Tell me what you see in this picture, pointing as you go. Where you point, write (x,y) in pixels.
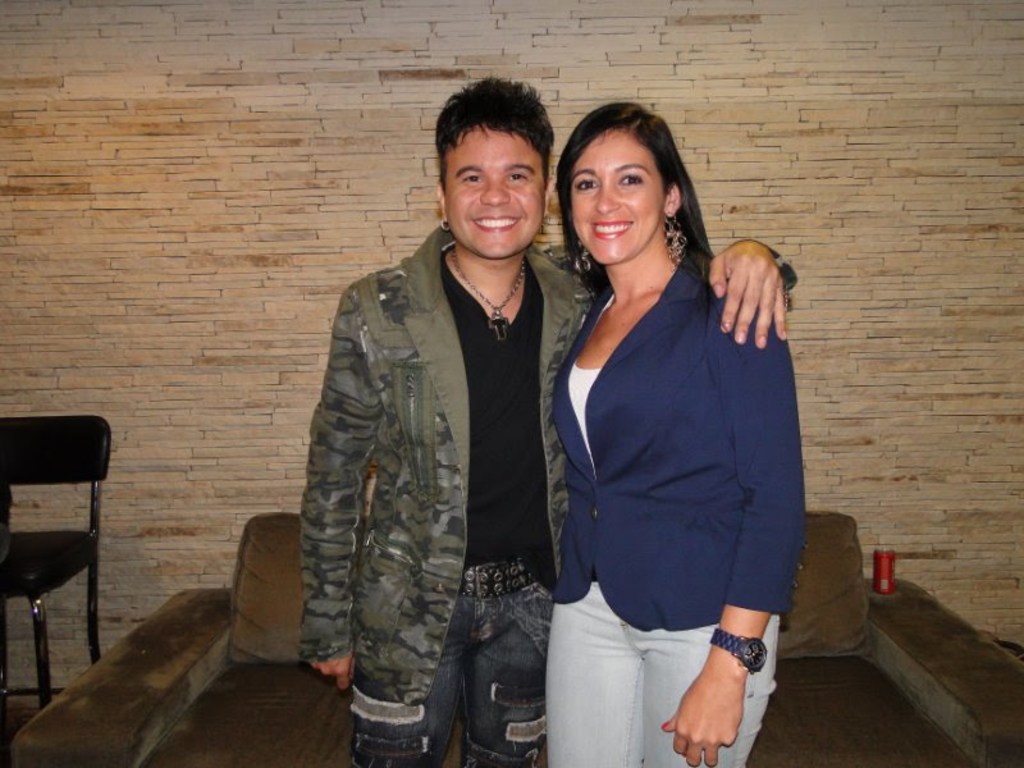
In this image there are two persons (515,404) who are hugging each other and at the background of the image (151,252) there is a wall (906,242) and couch (941,626).
